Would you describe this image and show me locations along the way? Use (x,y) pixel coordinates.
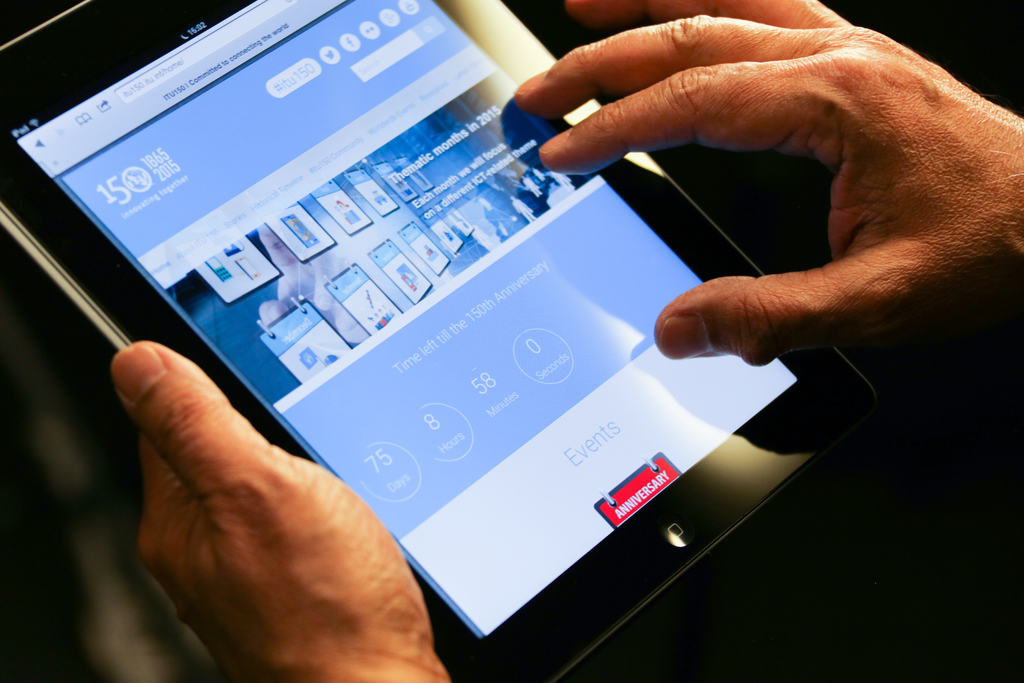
This image consists of an iPad (519,391). A person (335,621) is holding that.
